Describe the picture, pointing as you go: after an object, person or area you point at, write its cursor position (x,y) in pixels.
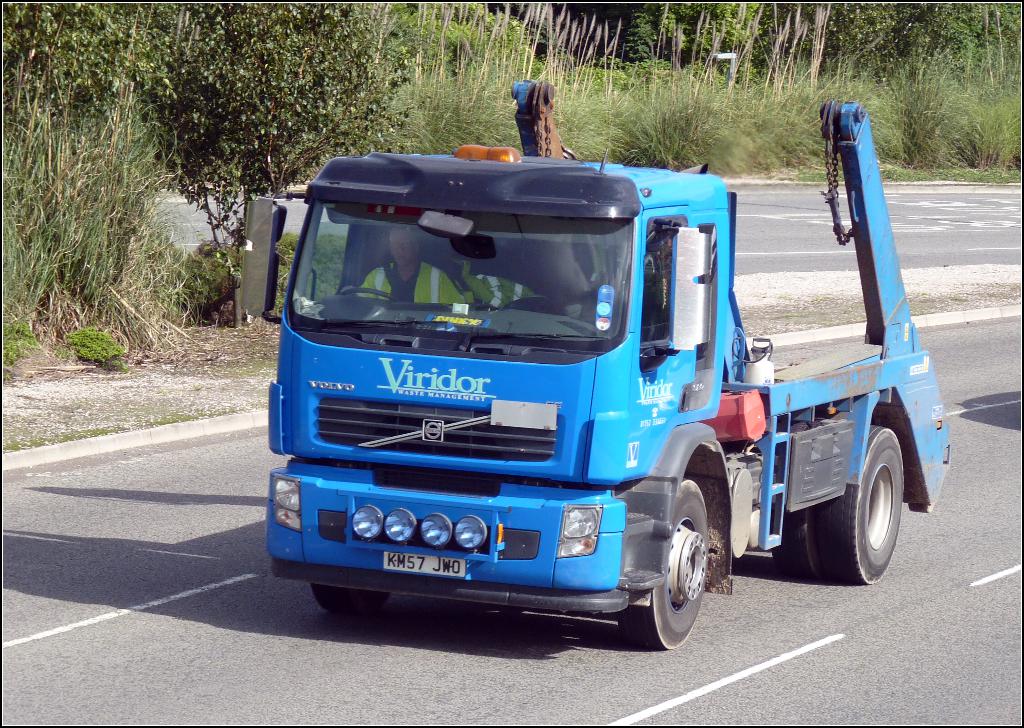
This image consists of a truck (574,468) in blue color. At the bottom (405,661), there is a road (340,655). In the background (488,23), there are trees (744,22) and plants (814,104).
